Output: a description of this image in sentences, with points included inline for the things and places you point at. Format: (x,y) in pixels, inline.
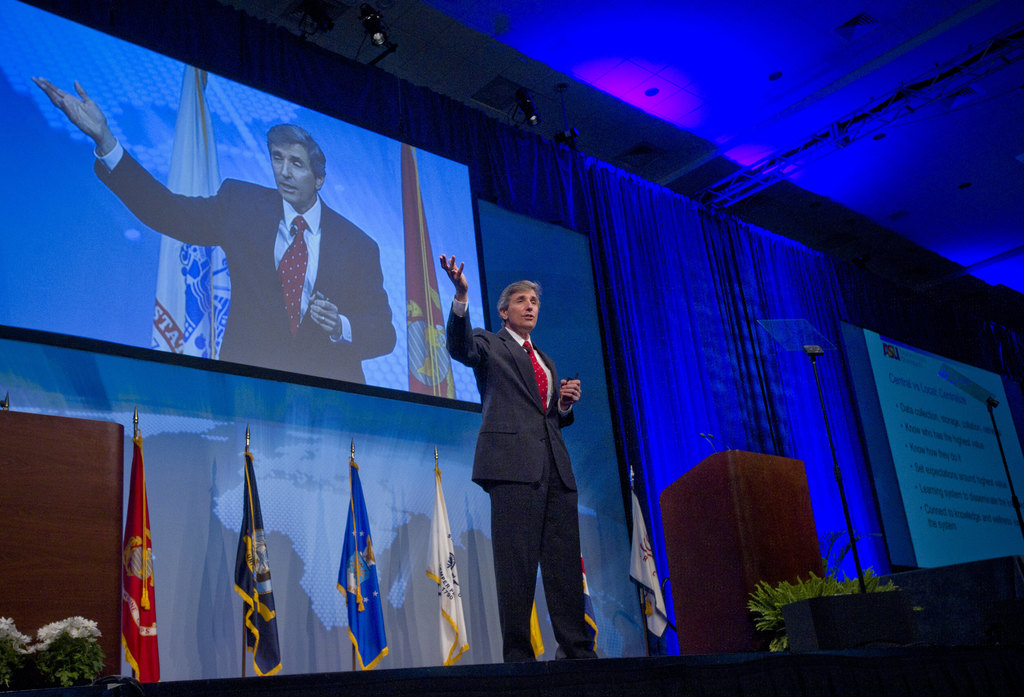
In the middle of the picture (515,385), we see the man (563,533) in the black blazer (506,433) is standing. He is trying to explain something. Beside him, we see the podium (760,531) and the microphone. Beside that, we see the plant pots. Behind him, we see the flags (145,571) in white, grey, blue, yellow and red color. On the left side (50,544), we see the podium (21,439) and the flower pots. In the background (266,311), we see the screen (125,194) which is displaying the man (250,254) and the flags (203,159). Behind that, we see a sheet (613,270). On the right side (863,362), we see the white board (920,461) or the projector screen (981,475) with some text (955,455) displayed on it. At the top (612,56), we see the ceiling (682,148) of the room (682,148). This picture might be clicked in the conference hall (587,271).
